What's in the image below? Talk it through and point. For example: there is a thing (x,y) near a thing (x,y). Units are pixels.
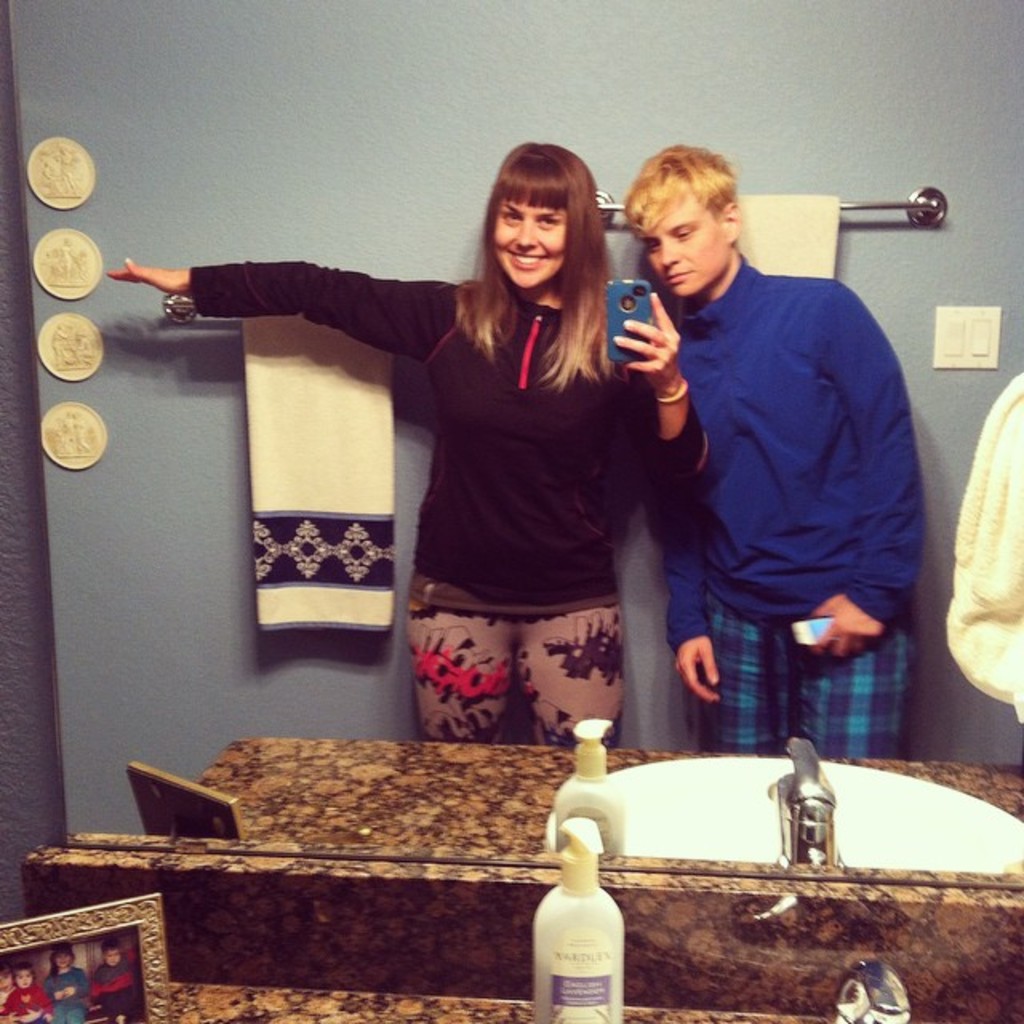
In this image we can see a man (728,490) and woman (521,492) is standing. Man (732,507) is wearing blue color t-shirt (801,509) and holding mobile (811,636) in his hand (830,633). The woman (604,470) is wearing black color t-shirt (484,466) and holding mobile (625,315) in her hand (626,329). Bottom of the image (623,940) sink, photo frame (71,928) and bottle (579,950) is there. Background of the image (344,453) the wall (147,179) is in grey color and we can see towels (344,481). Right side of the image (961,322) switch board (961,315) is there.
